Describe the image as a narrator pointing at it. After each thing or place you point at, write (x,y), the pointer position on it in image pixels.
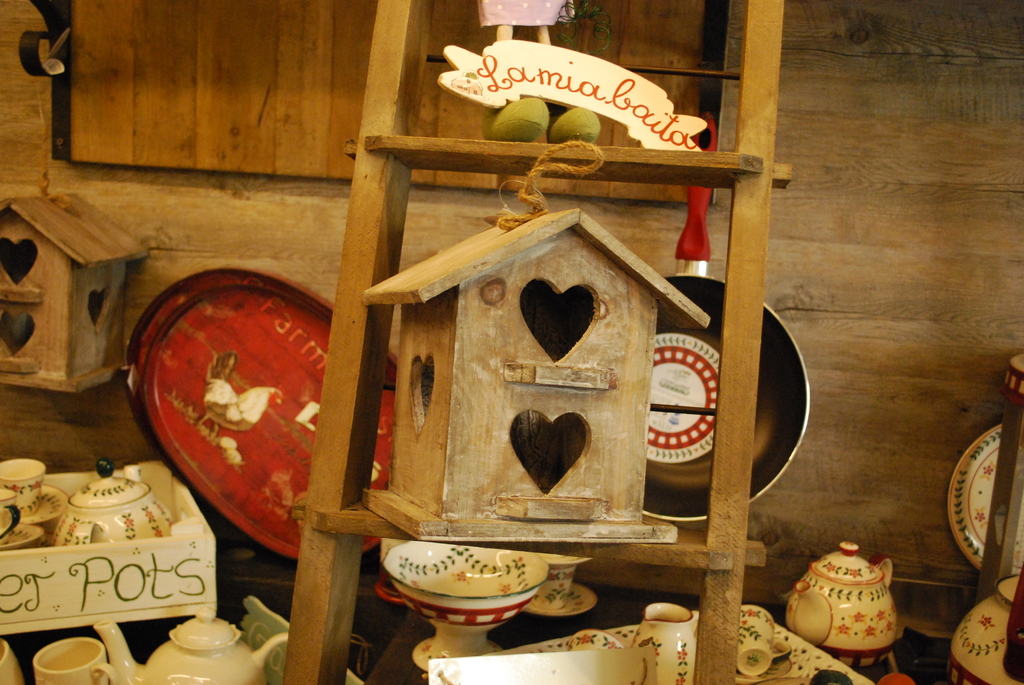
In this picture there is an artificial wooden house (500,450) and there is a toy (539,5) on the ladder (319,650). There are cups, mugs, bowls (461,595), plates (566,610) and there is a tray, pan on the table (563,624) and there is an artificial wooden house (92,294) hanging. At the back (85,418) there is a wooden wall (904,301).
